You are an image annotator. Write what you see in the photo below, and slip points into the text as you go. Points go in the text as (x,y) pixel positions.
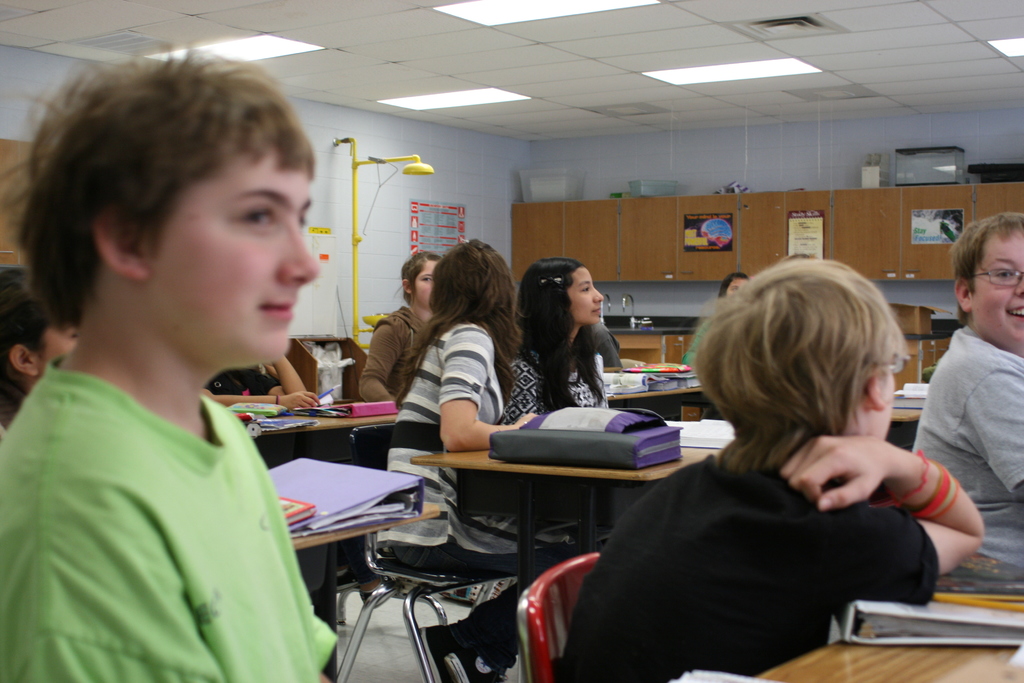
This picture shows a group of people (630,517) seated on the chairs (469,574) and we see books (553,454) on the tables (920,678) and cupboards (831,242).
